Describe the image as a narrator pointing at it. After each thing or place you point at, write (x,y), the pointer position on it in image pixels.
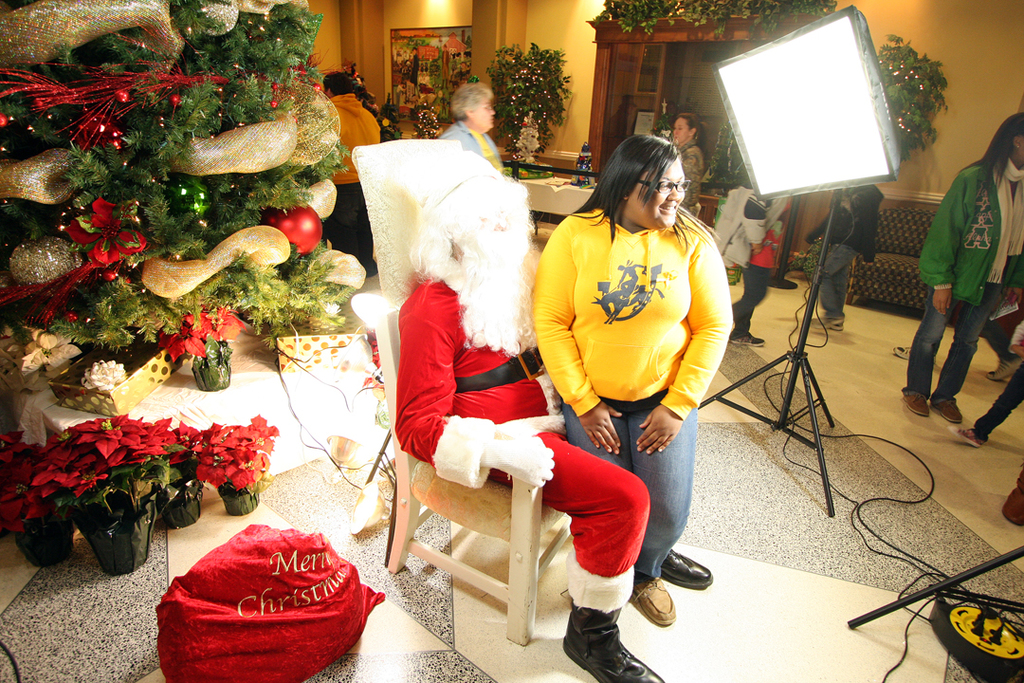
In the image we can see there is a santa claus (484,293) sitting on chair (411,227) and there is a woman (611,407) sitting on the lap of santa claus (548,440). Behind there is a christmas tree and there are other people (928,363) standing on the floor (148,589).
